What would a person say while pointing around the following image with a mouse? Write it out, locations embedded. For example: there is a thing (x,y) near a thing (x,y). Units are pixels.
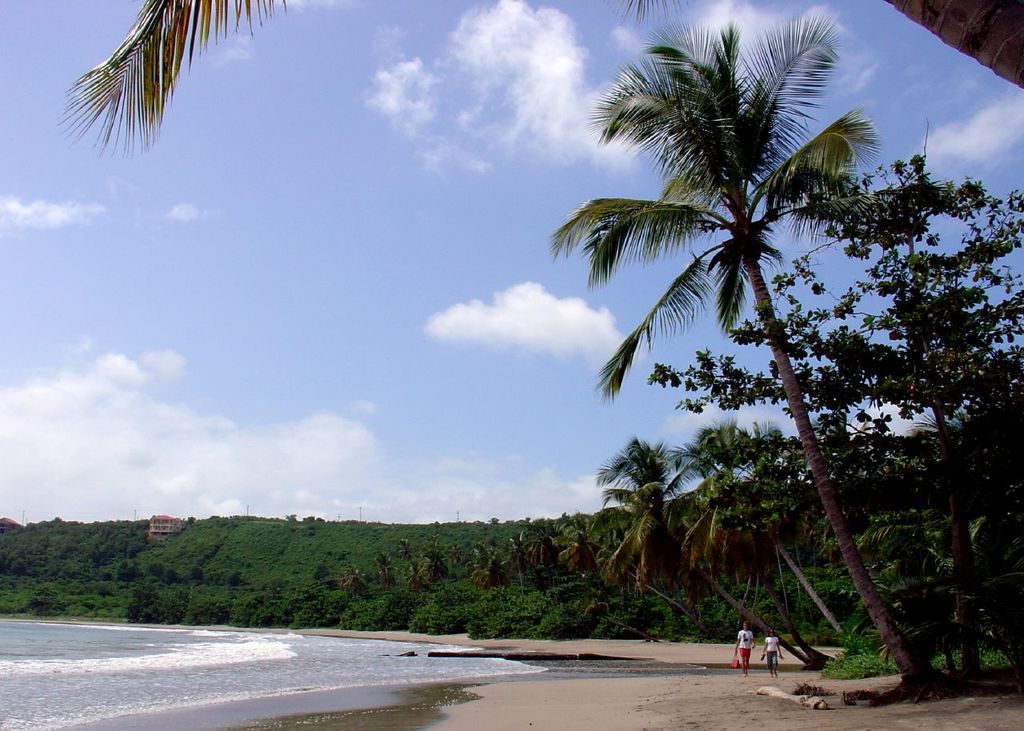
In this image I can see two persons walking and I can see the water (179,688), few trees (569,592) in green color, buildings (167,520) and the sky (261,310) is in blue and white color.
